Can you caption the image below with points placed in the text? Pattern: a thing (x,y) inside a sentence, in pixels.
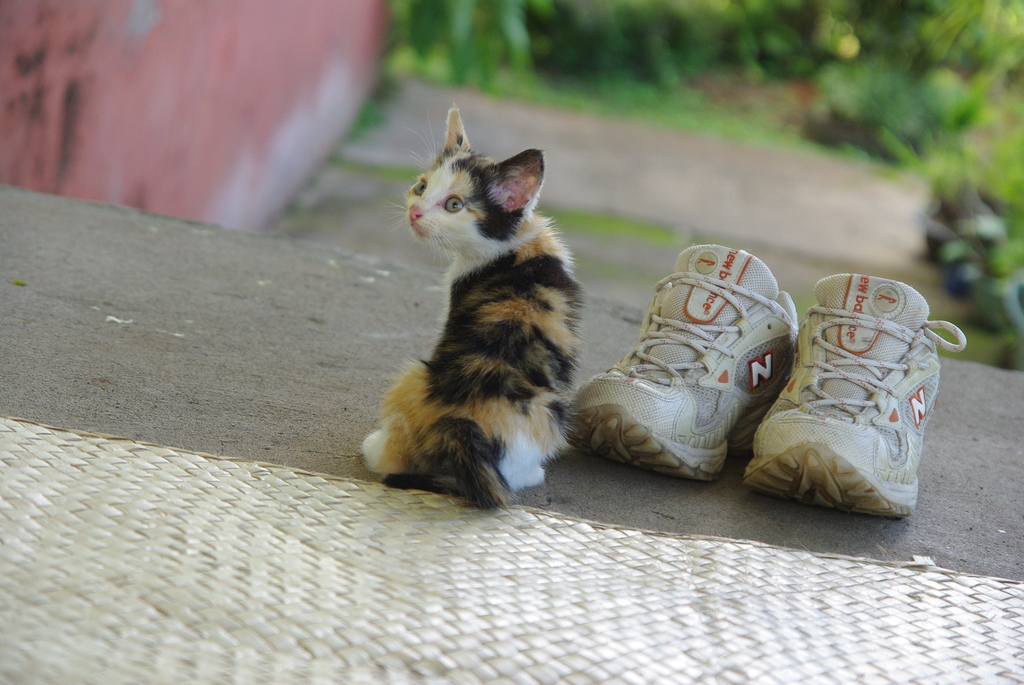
This image is taken outdoors. At the bottom of the image (205,582) there is a mat (200,501). In the background (142,96) there is a wall (258,89) and there are a few plants (745,60) on the ground (392,199). In the middle of the image (430,418) there is a cat (450,340) on the floor (414,311) and there are two shoes (779,347) beside the cat (544,405) on the floor (1012,380).
